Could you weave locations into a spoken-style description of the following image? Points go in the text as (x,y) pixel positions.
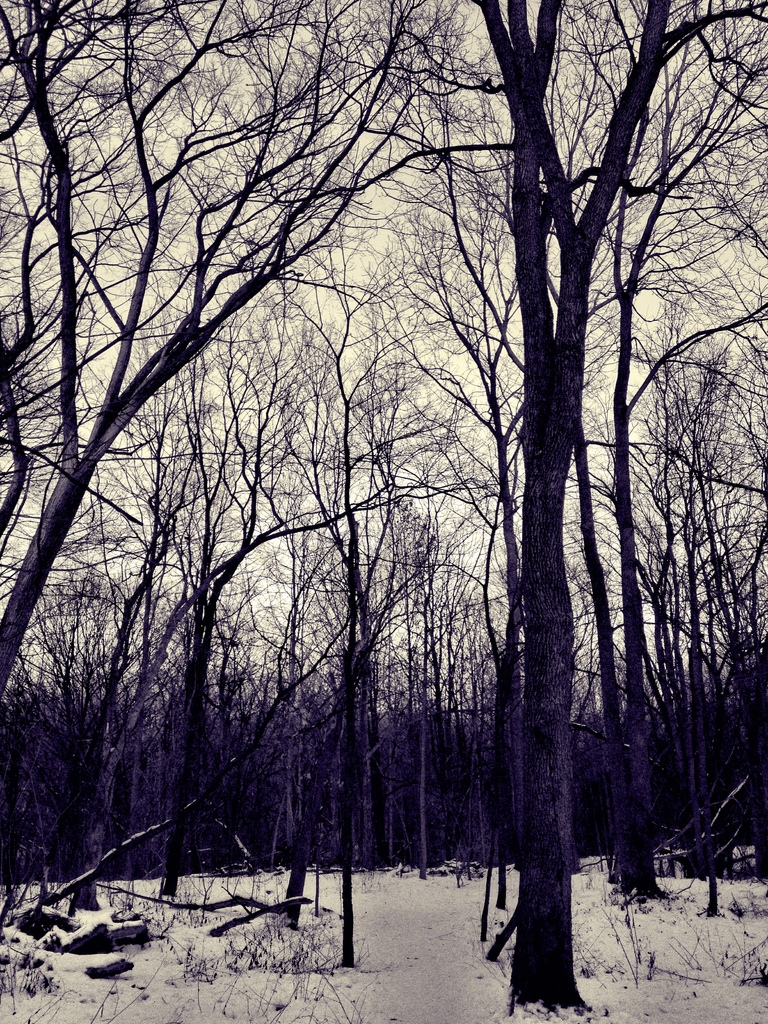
In this image we can see trees (341,300), here is the ice (361,925), at above there is the sky (376,230).
